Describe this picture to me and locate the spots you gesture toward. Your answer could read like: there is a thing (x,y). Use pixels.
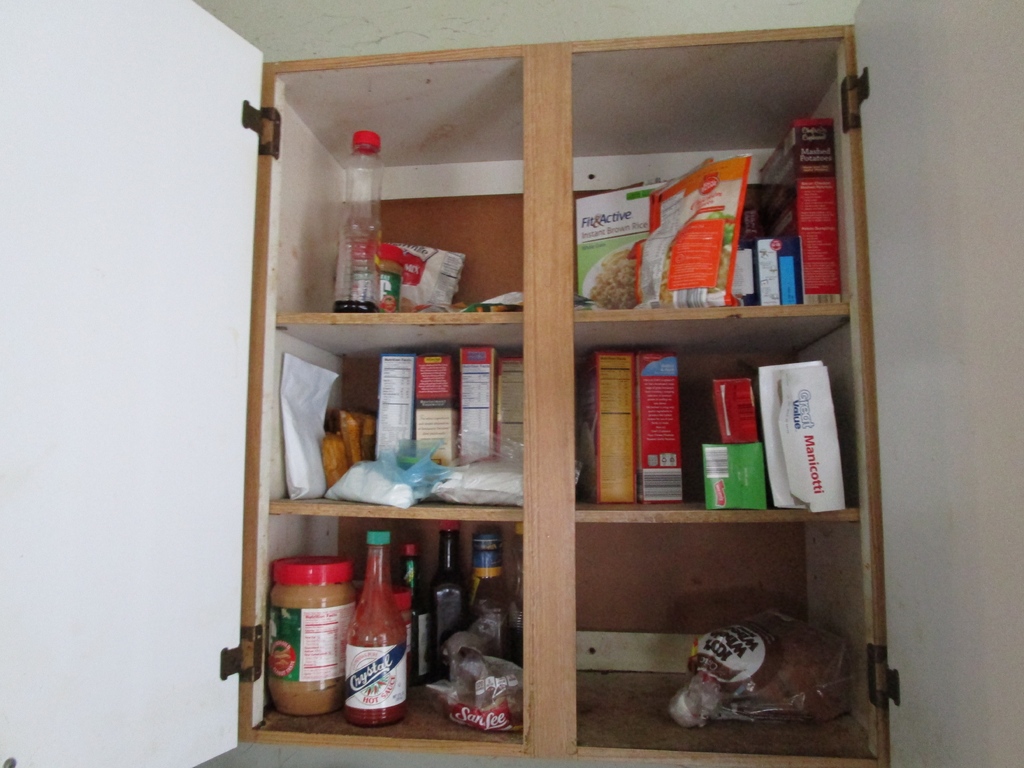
In a cabinet (356,393) there are bottles (390,592) and boxes (728,428) of food items (642,288). It has a white door (45,342).
